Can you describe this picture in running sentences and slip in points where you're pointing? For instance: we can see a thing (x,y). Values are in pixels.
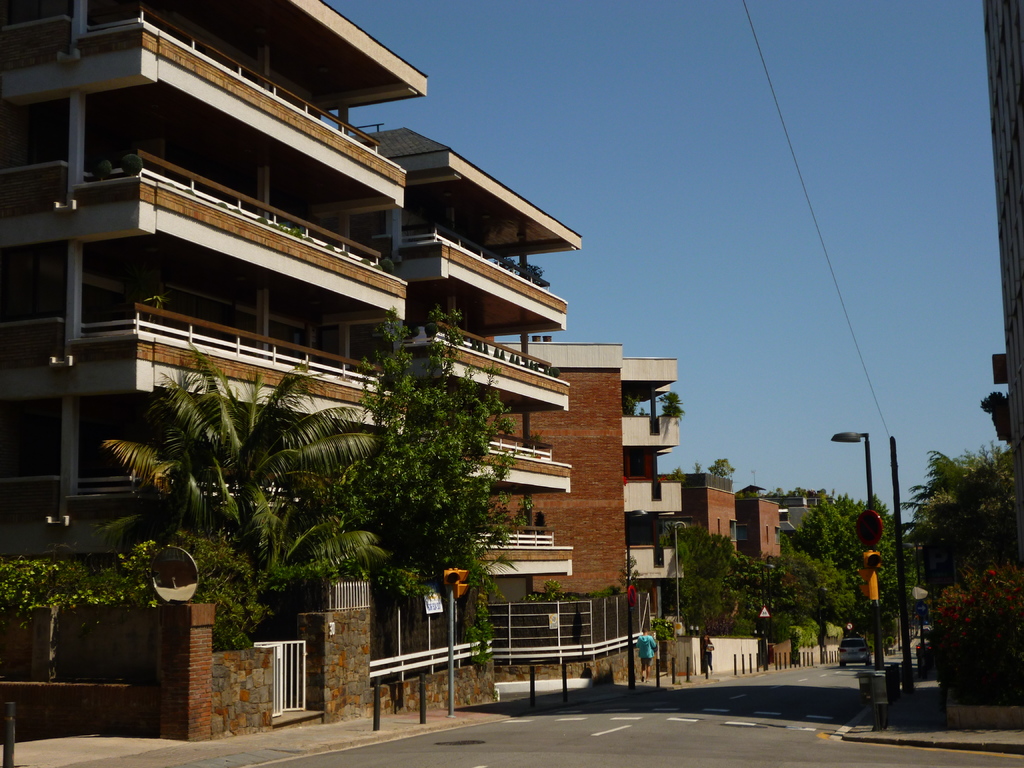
This is an outside view. At the bottom (643,738) there is a road (709,712). On the road (847,681) there is a car (846,658) and I can see few people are walking on the footpath (654,681). On the right side (956,576) there are some plants (967,624) and poles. In the background (577,557) there are many buildings (317,279) and trees (801,537). At the top of the image (852,156) I can see the sky (886,153).
